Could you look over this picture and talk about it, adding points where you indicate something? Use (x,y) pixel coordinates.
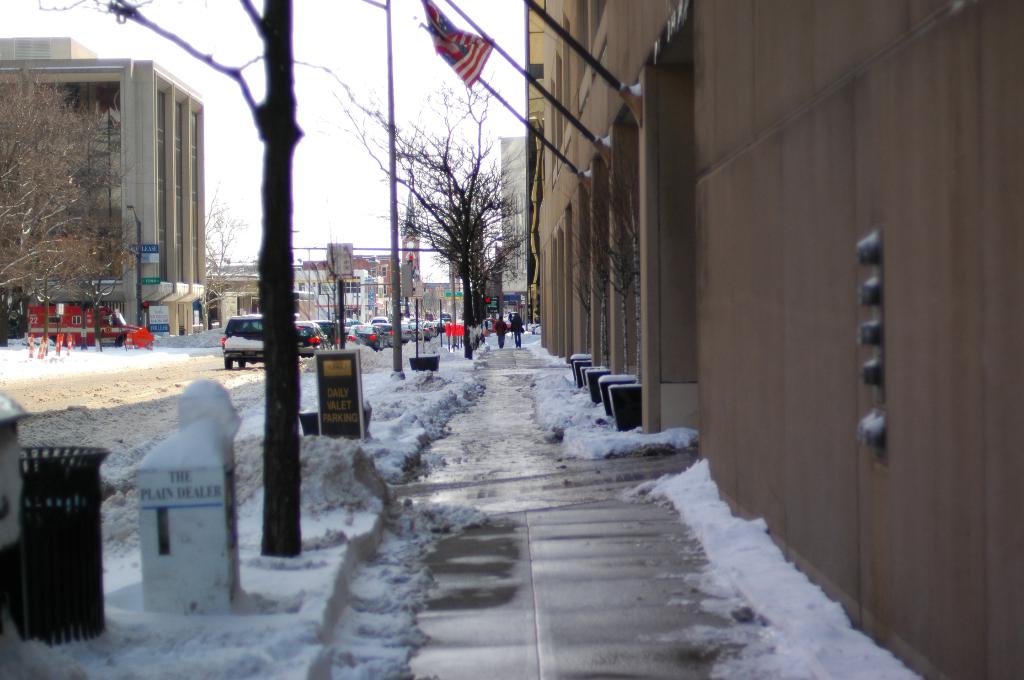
In the image we can see there are many vehicles (369,331) on the road (219,363). We can see there are even people (515,323) walking wearing clothes (498,335). Here we can see snow (301,593), garbage bin (58,521), poles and trees (441,246). Here we can see the windows (194,222), the flag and the sky (305,11).
